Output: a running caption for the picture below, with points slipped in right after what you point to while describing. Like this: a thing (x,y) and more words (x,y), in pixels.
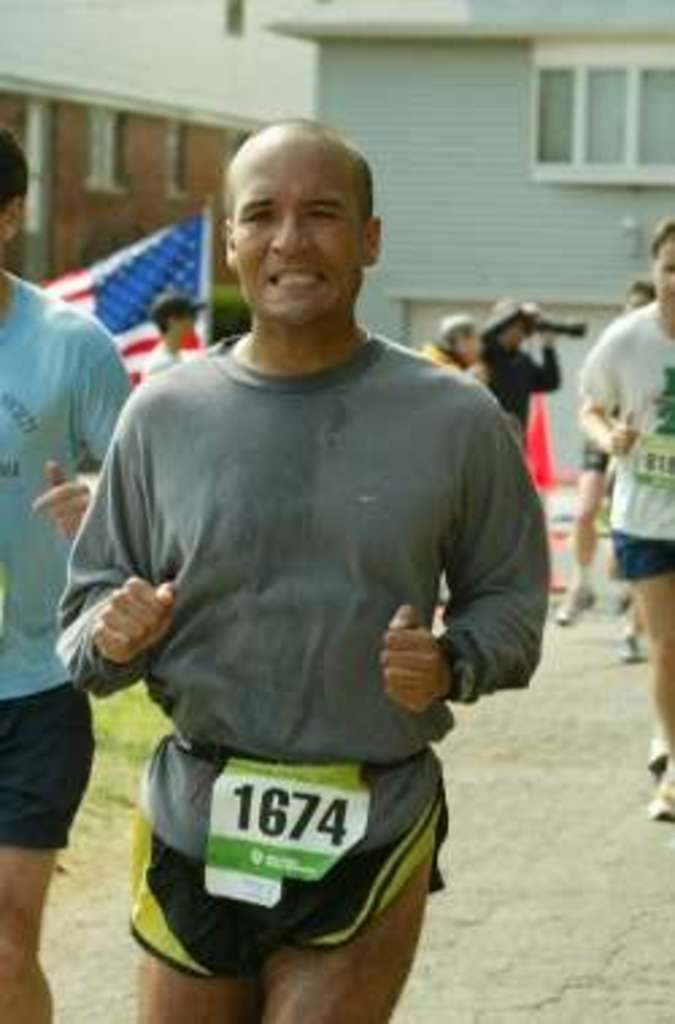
In this image there are men (538,520) running, there is a road (500,934) towards the bottom of the image (511,888), there are three men (188,308) standing, there is a man (190,329) wearing a cap (176,308), there is a man (529,364) taking a photograph, there is a flag (161,281), at the background of the image (585,104) there are buildings (124,138), there are windows (612,106) towards the right of the image (617,99), there is a wall (485,165).
